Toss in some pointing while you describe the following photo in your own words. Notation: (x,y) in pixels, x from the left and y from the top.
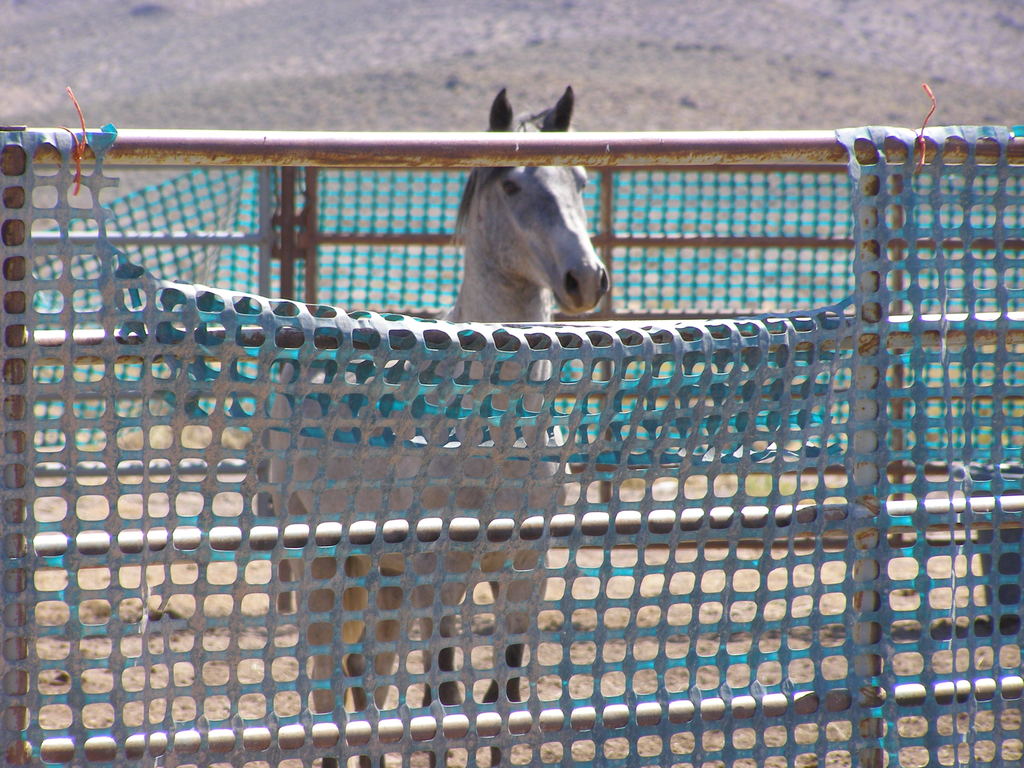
In this image there is a horse (455,587) on the ground (159,580), there is fencing (357,345), there is an object (1006,570) truncated towards the right of the image (993,573).
